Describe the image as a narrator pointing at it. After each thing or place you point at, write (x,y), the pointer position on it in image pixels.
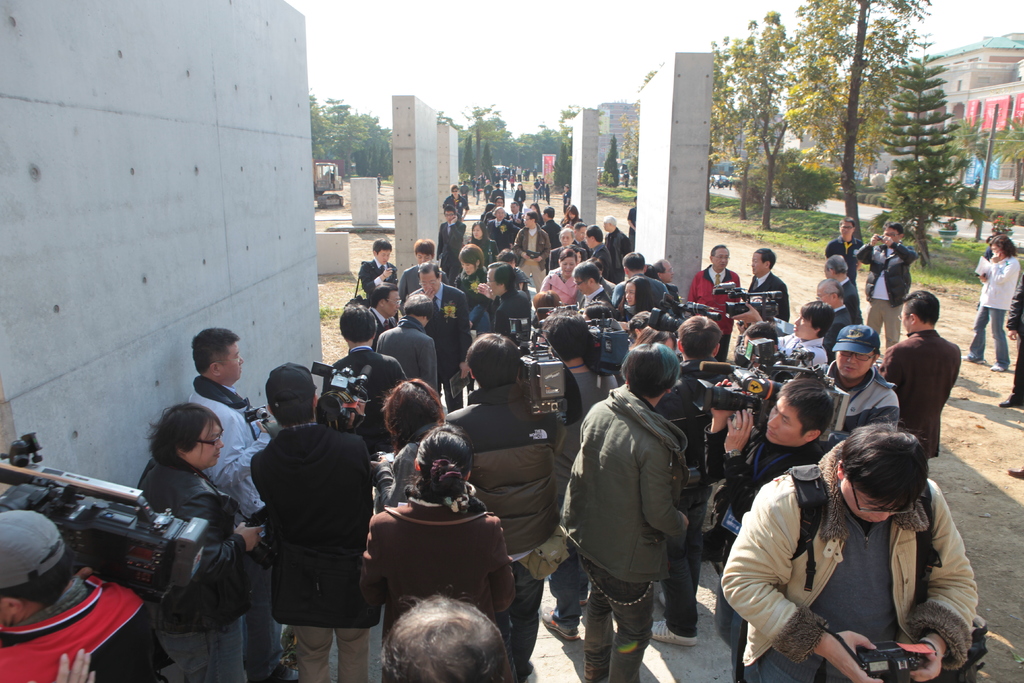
In this image there is a crowd (439,367). Few people (488,372) are holding video cameras (138,509). Some are wearing caps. Also there are walls (434,145). And there are many trees (346,147). In the background (535,60) there is sky (535,60).
